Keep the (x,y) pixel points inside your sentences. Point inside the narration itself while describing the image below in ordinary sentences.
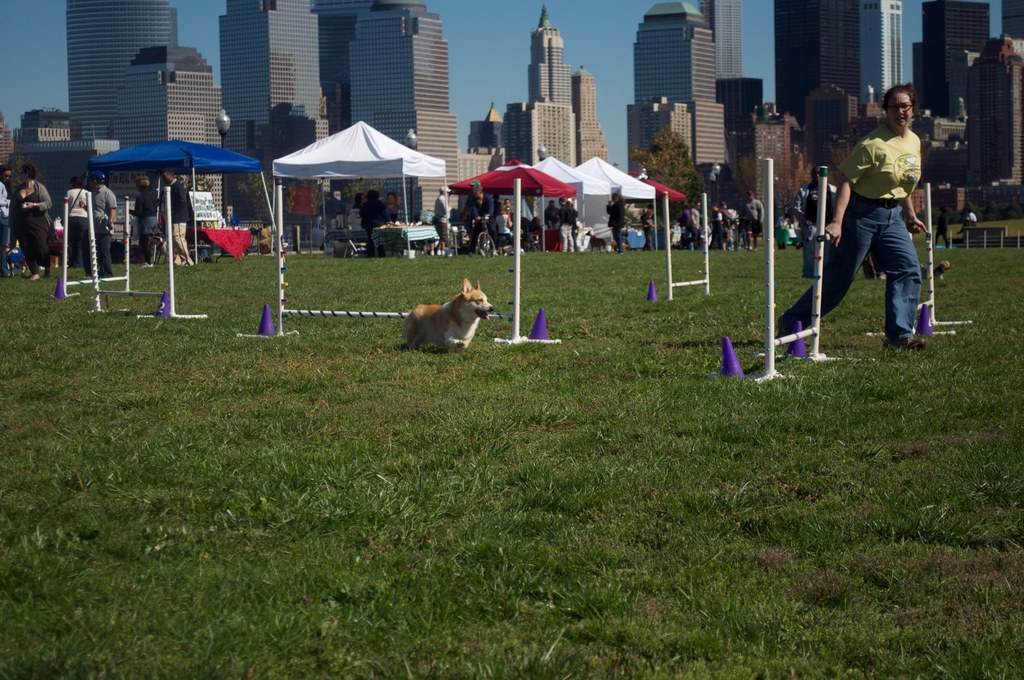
In the background (530,62) we can see a clear blue sky (54,64), huge buildings (820,16) and trees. We can see tents (516,163) and there are people (816,189) near to the tents (641,182). On the right side of the picture (876,154) we can see a woman (900,134). We can see cones (723,344) and few white rods (769,356) placed on the grass (934,385).
